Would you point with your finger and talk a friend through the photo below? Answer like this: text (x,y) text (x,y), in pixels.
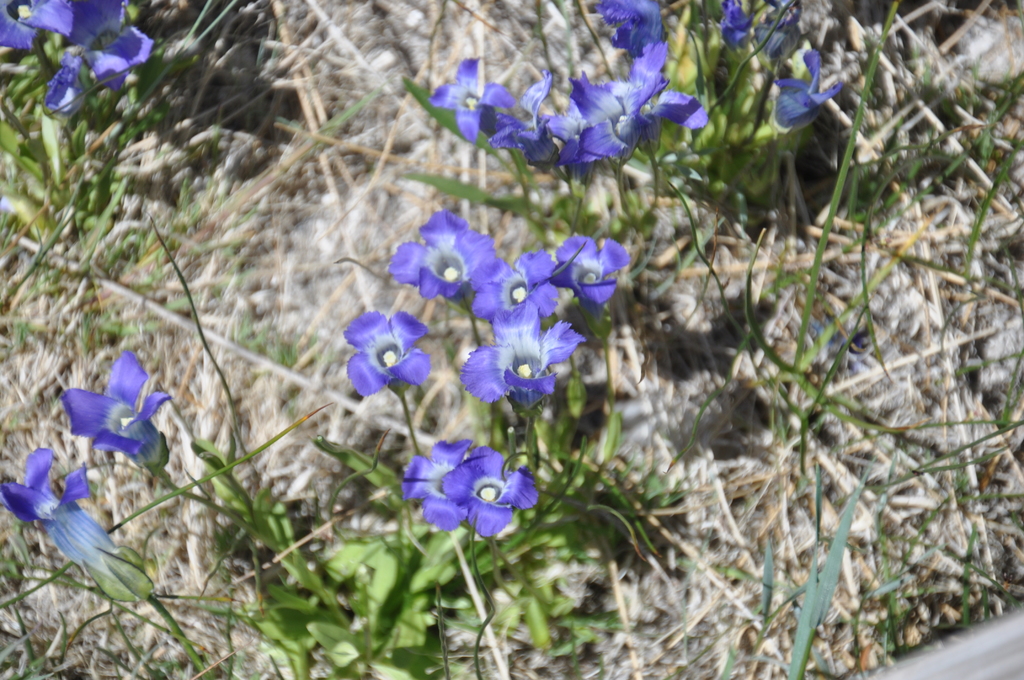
In this image, we can see some flowers (61,499) and there is grass (328,300).
